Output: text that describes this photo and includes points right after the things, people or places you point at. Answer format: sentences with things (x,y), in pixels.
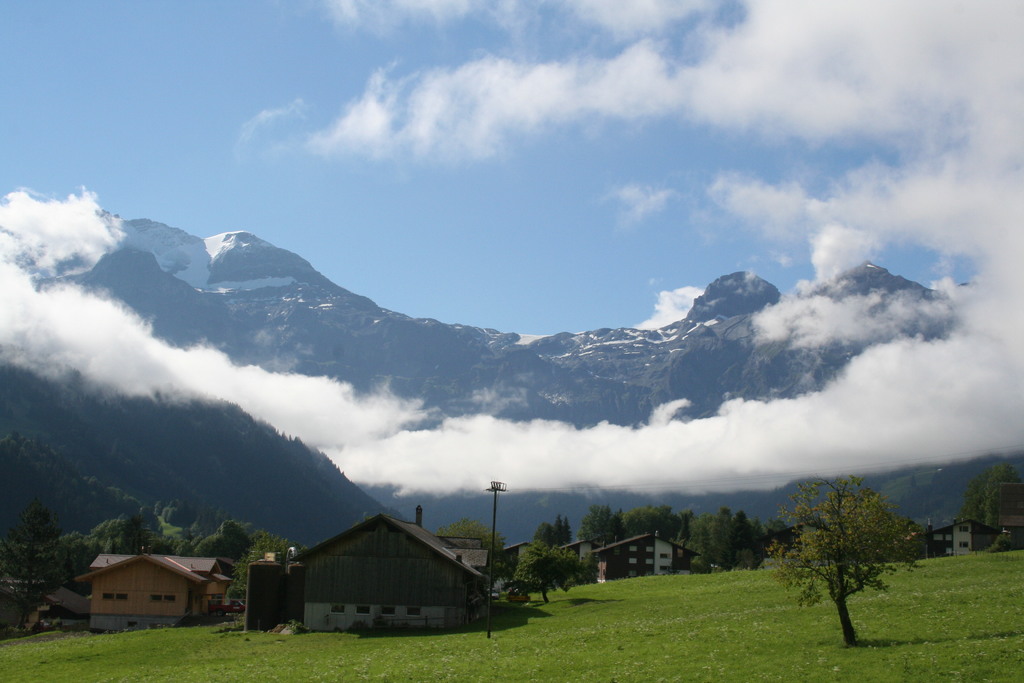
In this picture we can see a beautiful view of the shed houses (449,614) on the grass ground (589,629). Behind there are some trees (638,531). In the background (402,322) there are some mountains (309,345) with snow (230,281). On the top (431,168) we can see sky (439,182) and clouds (171,361).
